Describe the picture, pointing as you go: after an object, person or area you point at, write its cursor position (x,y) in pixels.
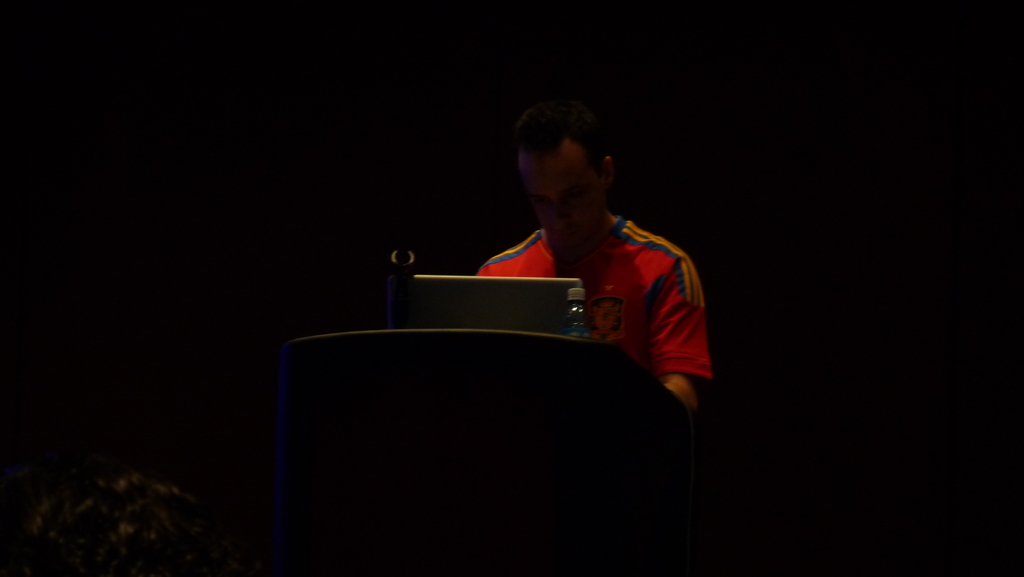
In this image there is a man (619,291) standing in front of a podium (532,352), on that podium (510,341) there is a laptop (468,298) and a bottle (579,331).
